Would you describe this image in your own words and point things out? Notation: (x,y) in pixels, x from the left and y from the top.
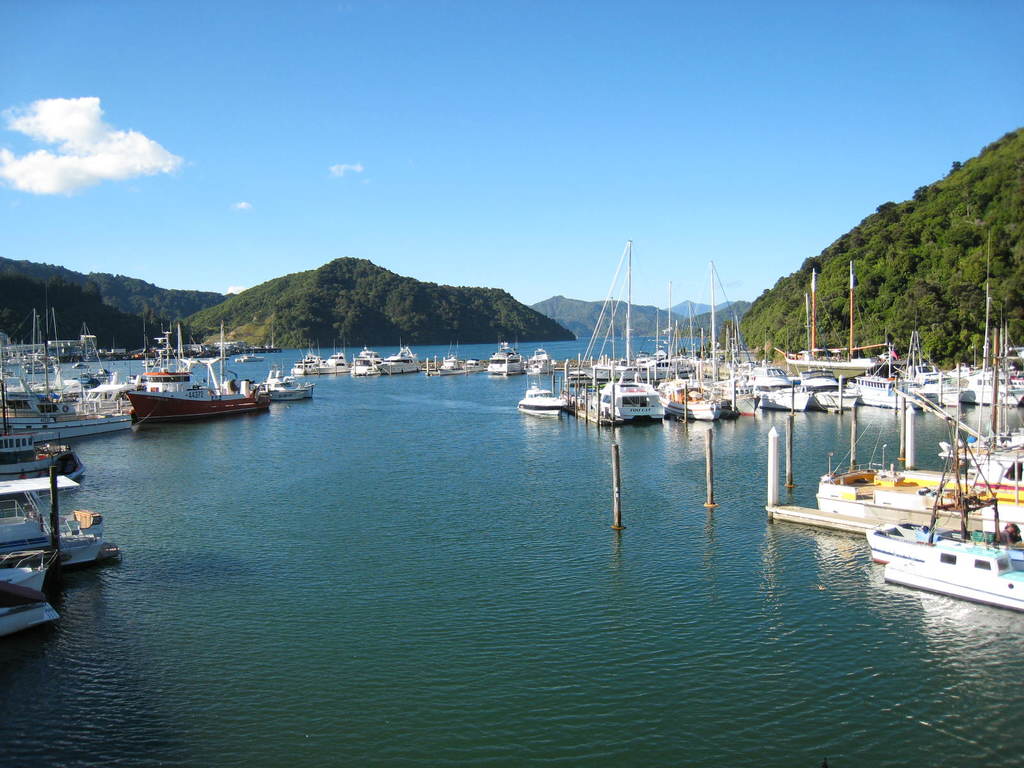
In this picture we can see some ships (621,382) are on the water (308,509), around there are some hills (81,280) and we can see clouded sky (58,261).
